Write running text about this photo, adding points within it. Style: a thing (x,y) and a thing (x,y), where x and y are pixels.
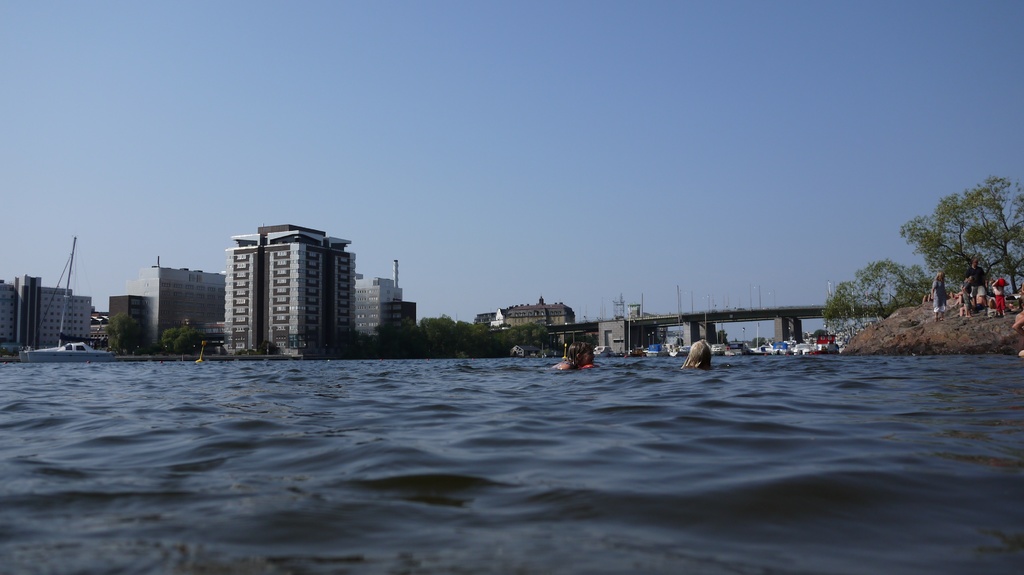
In this image we can see few persons (579,364) in the water (744,401). Behind the water (780,398) we can see a group of buildings (522,308), trees (481,353), boats (777,342) and a bridge (640,334). At the top (412,178) we can see the sky (529,183). On the right side of the image (934,308) we can see few trees (993,272), persons (972,309) and a rock (962,338).
